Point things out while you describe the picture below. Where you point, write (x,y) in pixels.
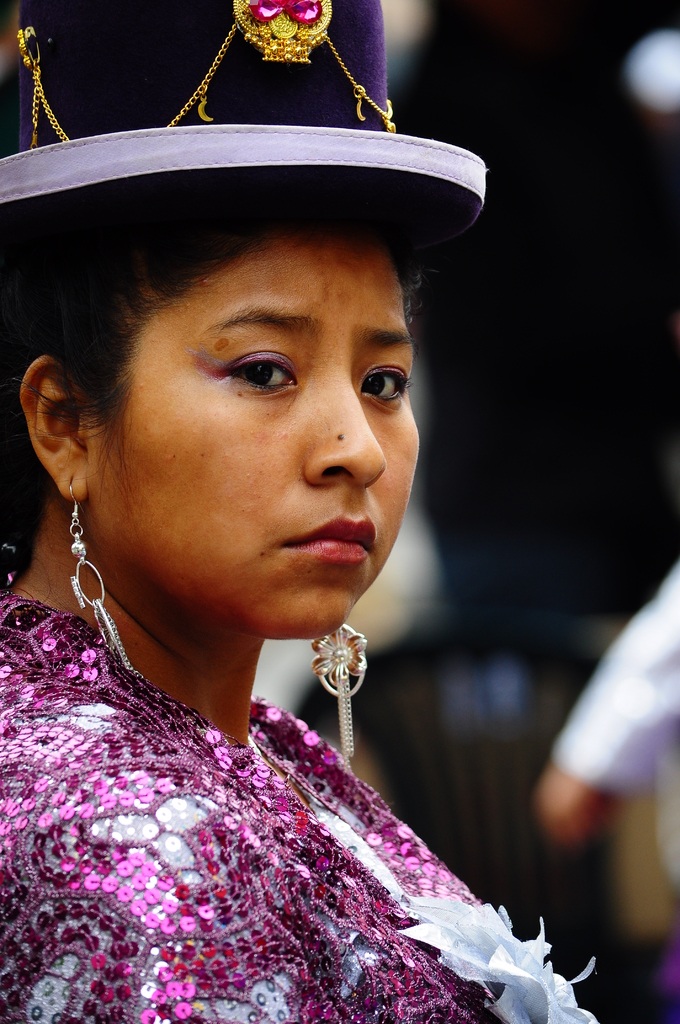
In this image in the front (196,499) there is a woman (122,601) and in the background (651,679) there is an object (618,719) which is white and brown in colour.
